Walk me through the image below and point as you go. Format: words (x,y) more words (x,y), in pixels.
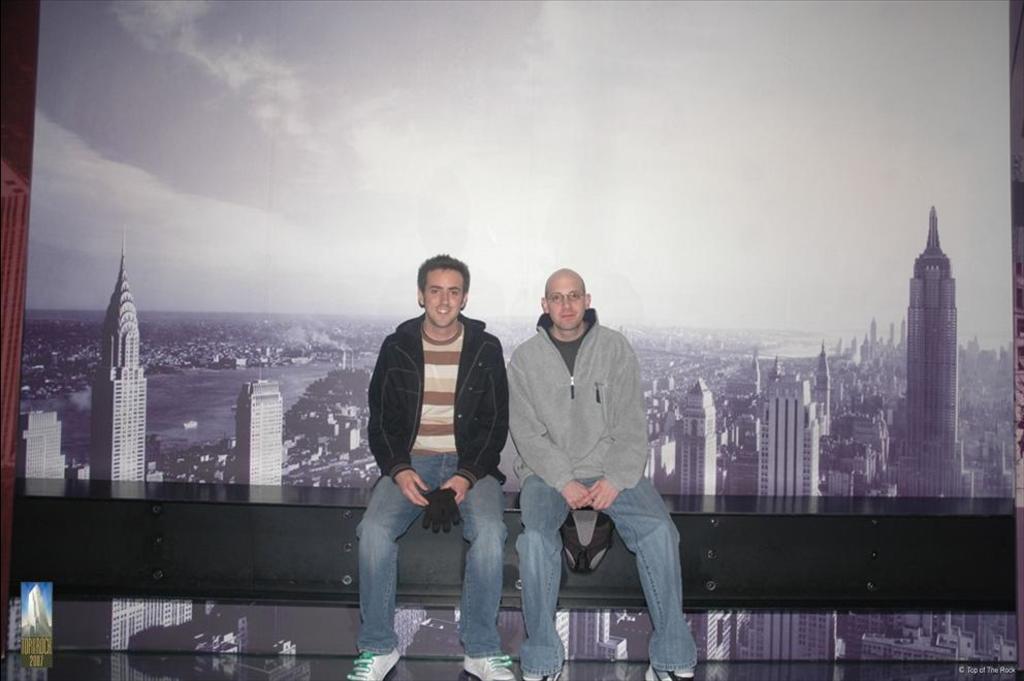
In this image we can see few persons (582,472) sitting on an object (509,525). There are many buildings (835,425) and skyscrapers (918,387) in the image. There is a lake (189,404) in the image. There is the sky (793,150) in the image.
